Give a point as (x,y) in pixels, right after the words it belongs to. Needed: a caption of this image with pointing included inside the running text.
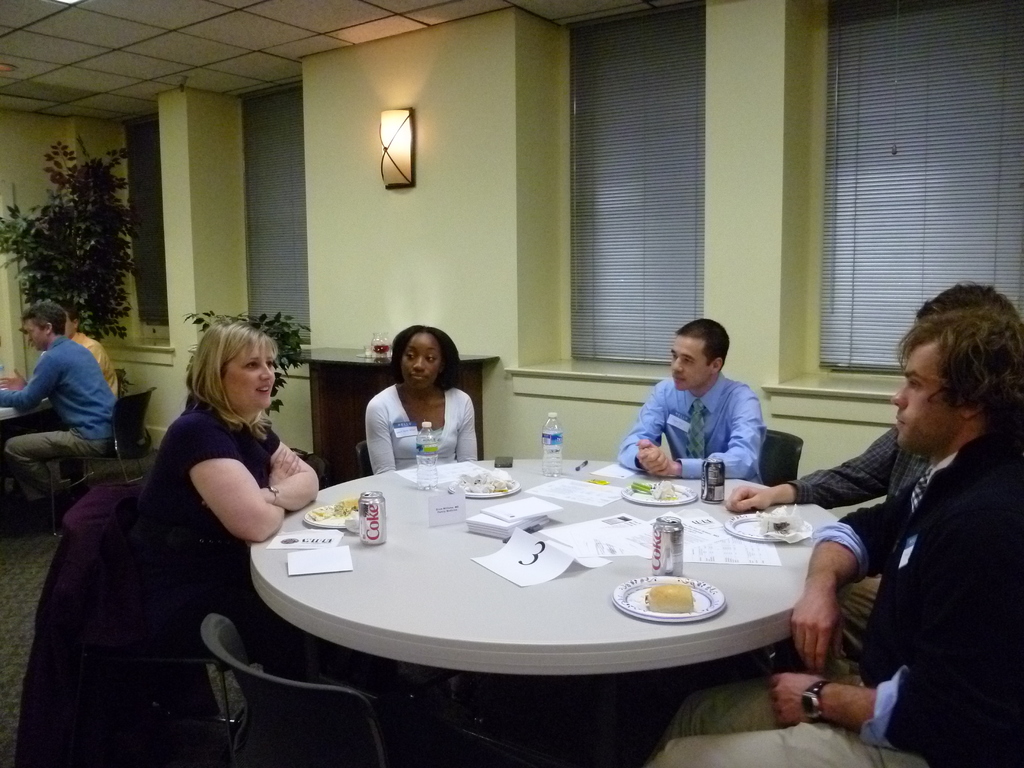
There are few persons (205,404) sitting on the chairs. This is a table (403,580) with plates (454,484) of food (666,588), coke tins (659,528), water bottles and some papers (474,518) on it. At background (345,397) I can see a small table (352,354) with some object (381,346) on it. Here is a lamp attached to the wall (415,194). This looks like a houseplant (115,247). These are the windows (883,178) which are closed.
